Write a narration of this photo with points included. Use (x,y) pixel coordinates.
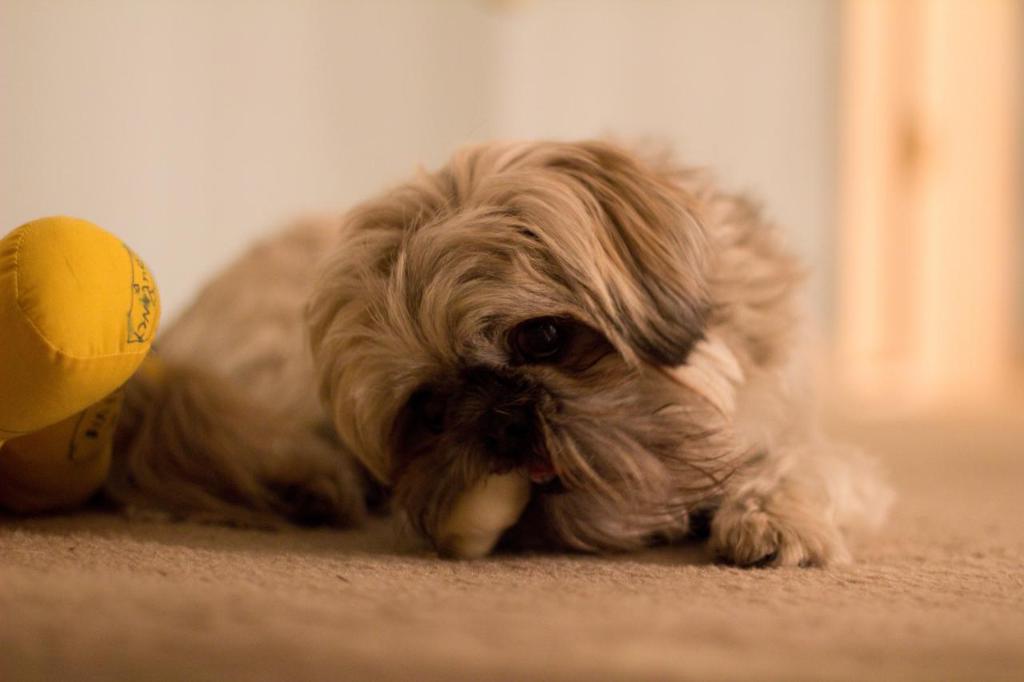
In this image we can see a dog (484,399) which is in brown color and there is a doll (35,357) which is yellow in color on left side of the image (65,379).
